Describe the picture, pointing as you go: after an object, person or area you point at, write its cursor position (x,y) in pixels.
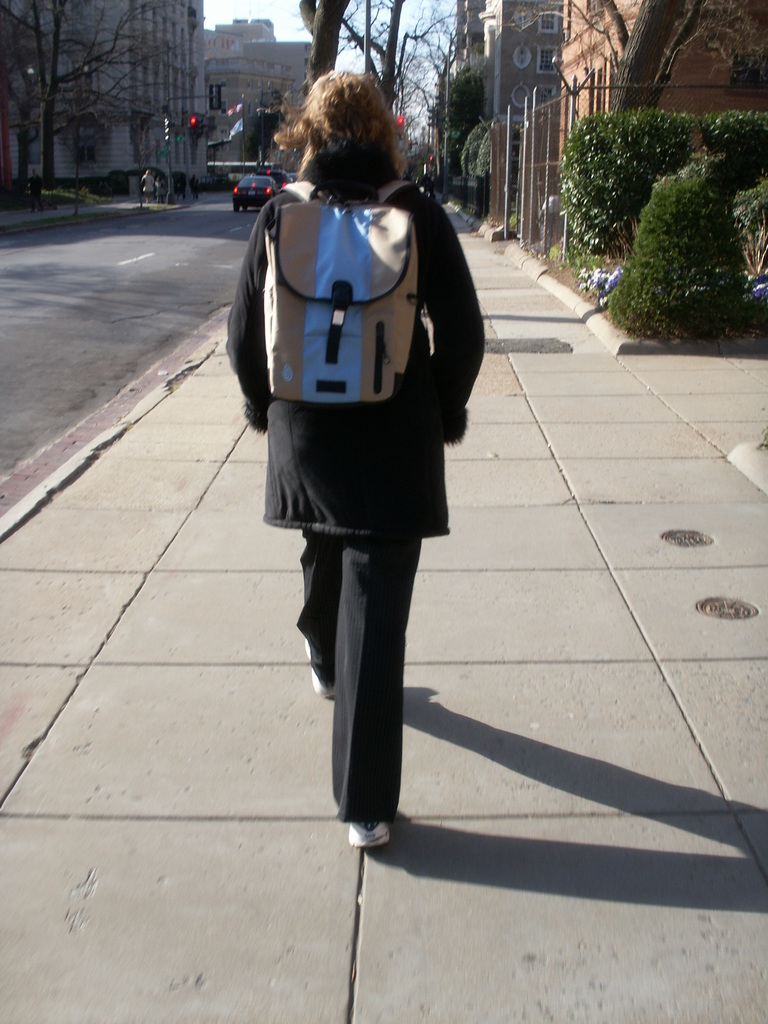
In the center (441,428) we can see one person (349,497) walking and carrying backpack (328,273). In the background (640,57) there is a building (112,75), trees (471,85), traffic light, vehicles (277,188), plant (681,245) and few persons (434,184) were walking on the road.
